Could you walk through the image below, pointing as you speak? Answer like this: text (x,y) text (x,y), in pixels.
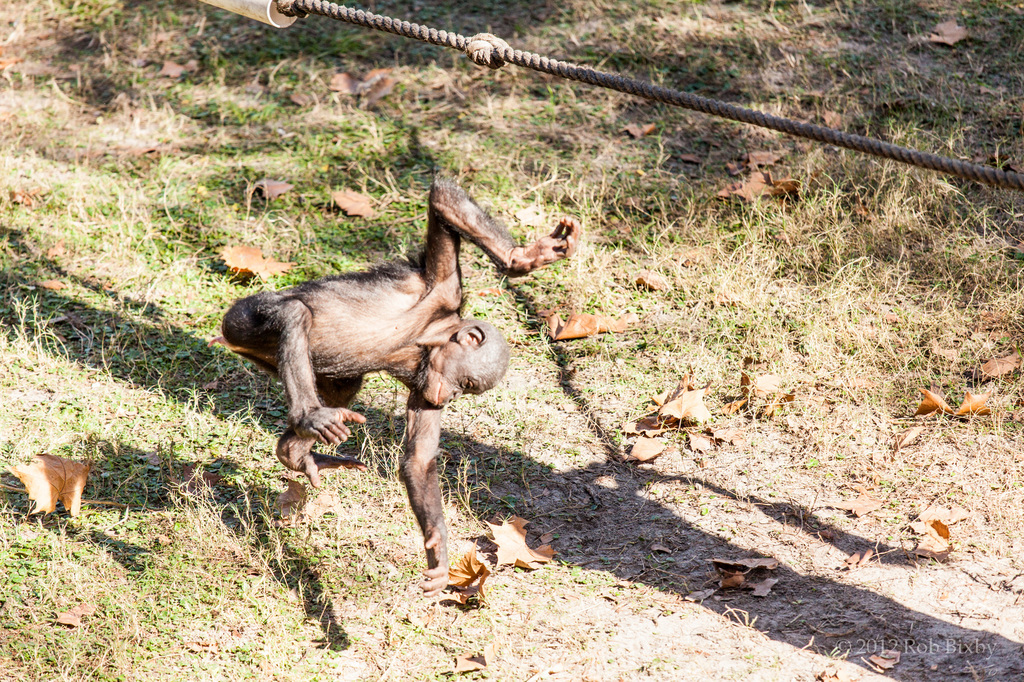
In the foreground of this image (420,278), there is chimpanzee (443,291) in the air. At the top (875,146), there is a rope (891,150) and there are dry leaves (924,403) on the grass (164,365).
